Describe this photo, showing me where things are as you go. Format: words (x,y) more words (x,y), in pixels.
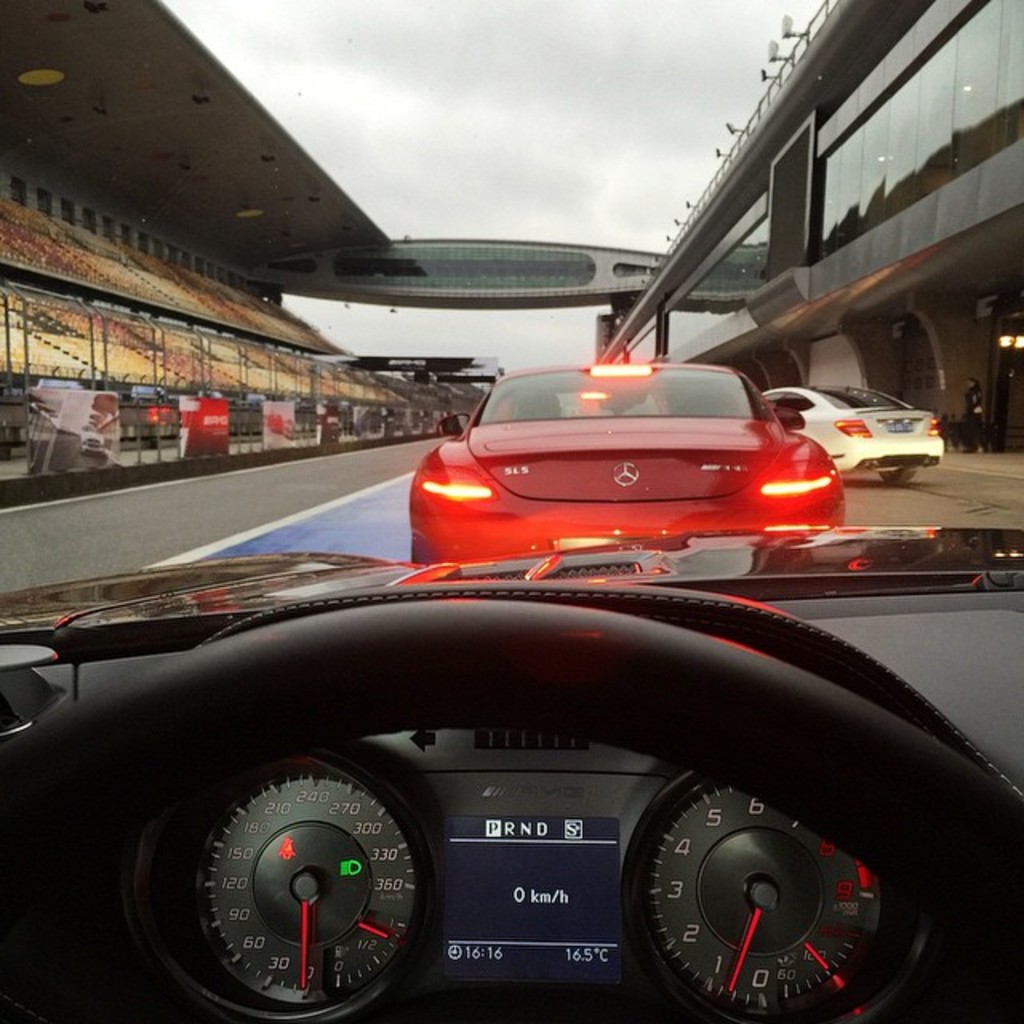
In this image I can see few cars (721,399) stopped on the road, beside the road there is a stadium (2,341).
